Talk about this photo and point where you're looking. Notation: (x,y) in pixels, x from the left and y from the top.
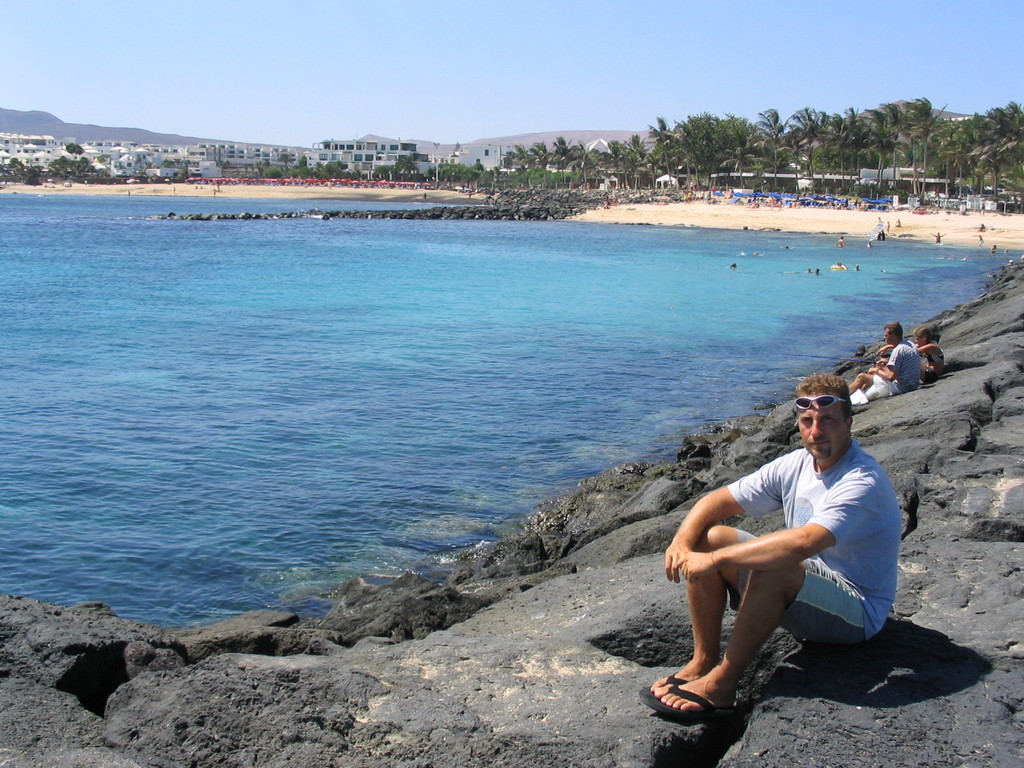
In this image we can see few people (912,368) sitting on the rock (984,343), there are few trees (880,147), water (620,295), buildings (321,160) and the sky (551,58) in the background (468,66).
